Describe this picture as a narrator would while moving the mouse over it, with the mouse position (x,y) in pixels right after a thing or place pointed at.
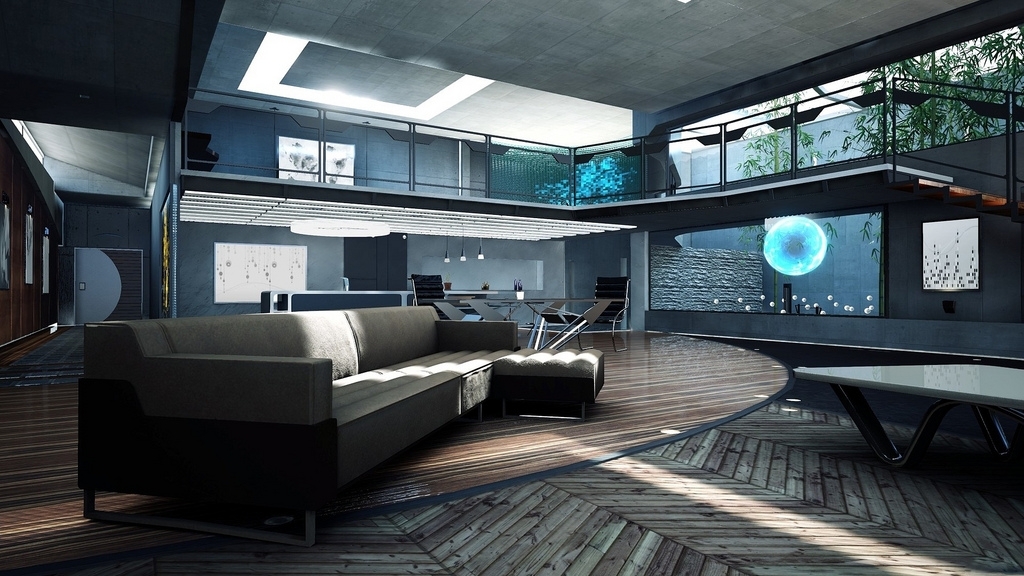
This looks like hall (394,545) with wooden floor (649,497). This is a sofa (372,378) and this is a table (482,292) with chairs arrangement (434,298). This is a door (125,318) which is used to enter into the room (148,293) and here we can see trees (961,109).
